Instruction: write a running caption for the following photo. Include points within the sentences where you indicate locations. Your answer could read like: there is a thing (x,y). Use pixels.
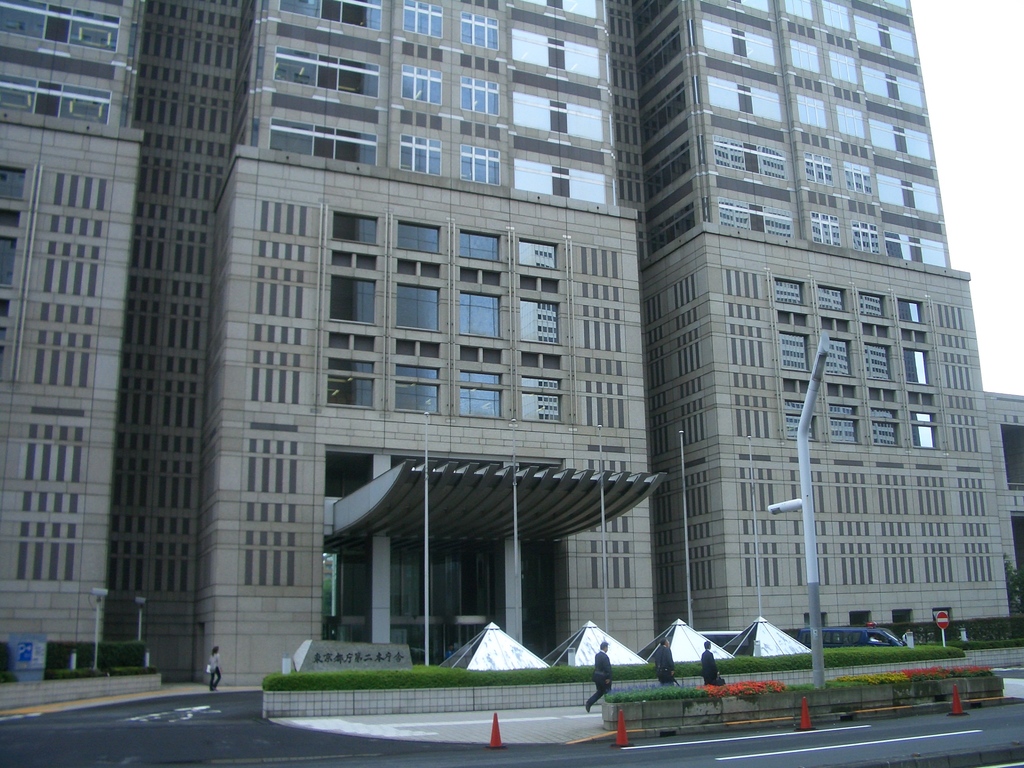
In this picture we can see the buildings (407,487), windows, roof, door (472,552). At the bottom of the image (796,746) we can see the road (907,742), divider cones (492,733), plants (738,657), flowers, sheds (691,631), vehicle (857,638), poles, board (31,648), bushes (927,648) and some people (211,683) are walking on the road (529,755). In the top right corner (970,182) we can see the sky (1019,167).
